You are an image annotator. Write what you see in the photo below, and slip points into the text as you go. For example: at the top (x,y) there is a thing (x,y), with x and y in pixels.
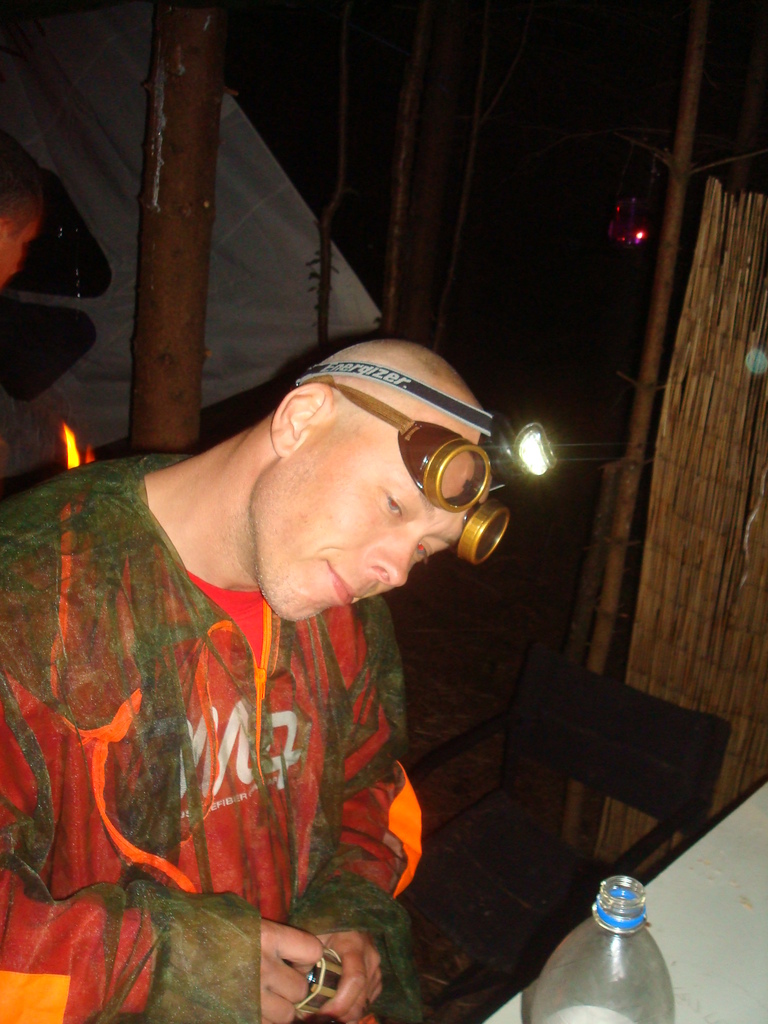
In the image there is a man (371,671), he is wearing a light (523,461) around his head (468,426) and also a kind of goggles (449,489), he is holding some object (318,989) in his hand (287,966). There is a pole (183,263) behind the man (290,975) and in front of the man (364,840) there is a bottle (637,950) kept on a surface (703,907).
